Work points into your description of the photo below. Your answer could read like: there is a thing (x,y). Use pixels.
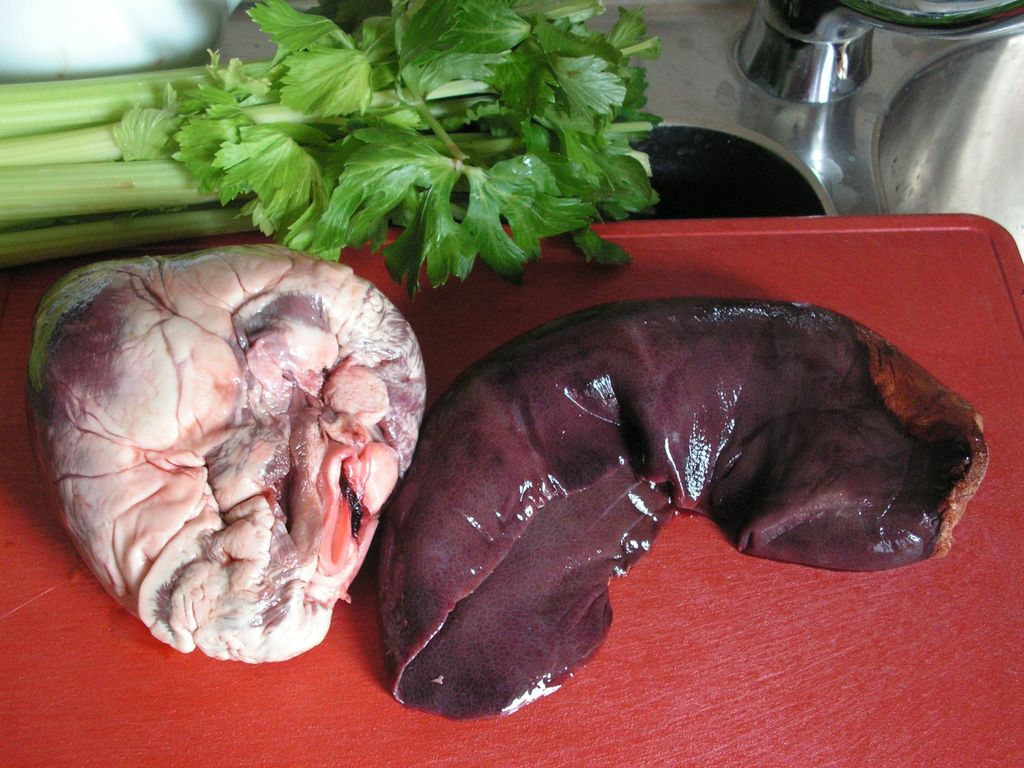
In this image I can see a red colour chopping board (1010,244) and on it I can see few meat pieces (348,496). I can also see green vegetables (392,201) over here.
